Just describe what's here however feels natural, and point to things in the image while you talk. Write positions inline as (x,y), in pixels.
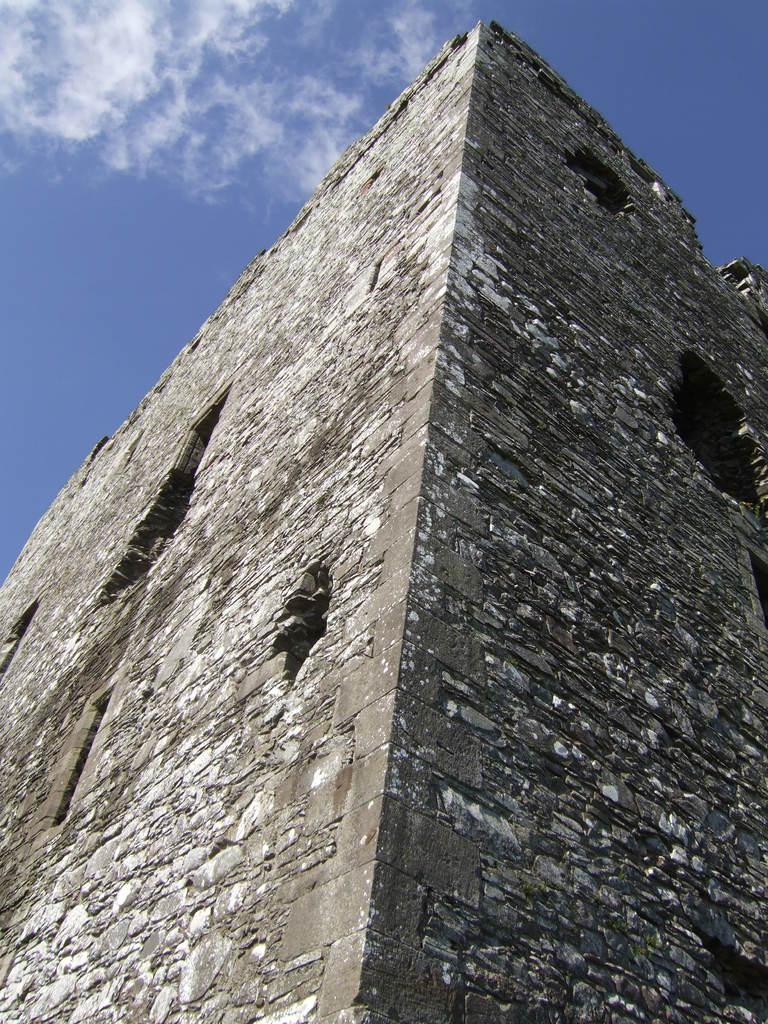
In this image I can see a castle (599,697) which is in grey and white color. The sky (262,193) is in white and blue color.
